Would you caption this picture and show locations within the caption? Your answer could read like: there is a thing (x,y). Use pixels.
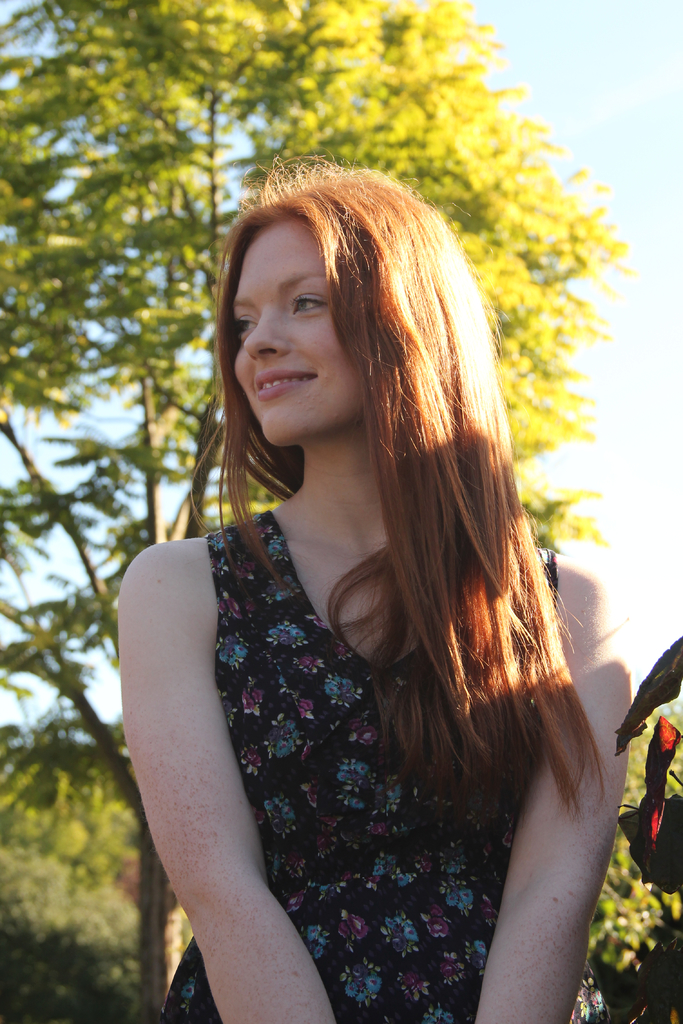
In the center of the image (288,614) we can see one woman (286,741) is standing and she is smiling, which we can see on her face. And we can see she is wearing a colorful dress (383,898). On the right side of the image (622,741), we can see leaves (656,748). In the background (507,305), we can see the sky (565,176), clouds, trees (29,157) etc.
